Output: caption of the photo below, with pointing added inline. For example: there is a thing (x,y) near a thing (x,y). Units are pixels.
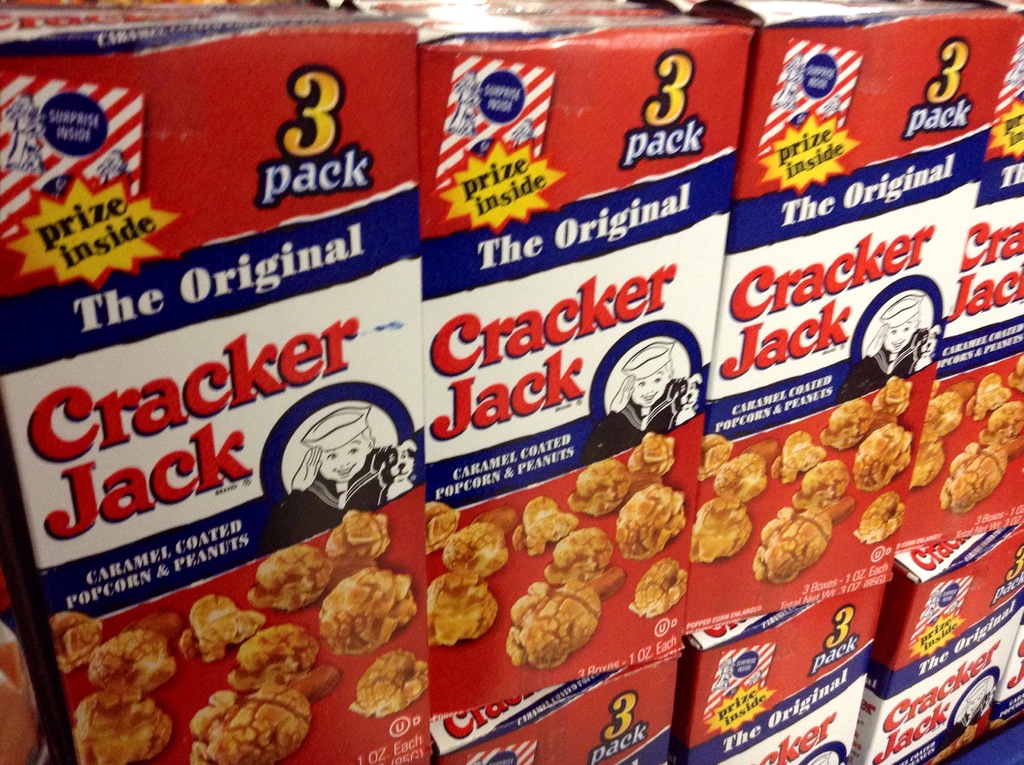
In this image we can see many food boxes (539,531). On the boxes (401,490) we can see the labels (329,439). On the labels (474,522) we can see some text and images (354,507).
